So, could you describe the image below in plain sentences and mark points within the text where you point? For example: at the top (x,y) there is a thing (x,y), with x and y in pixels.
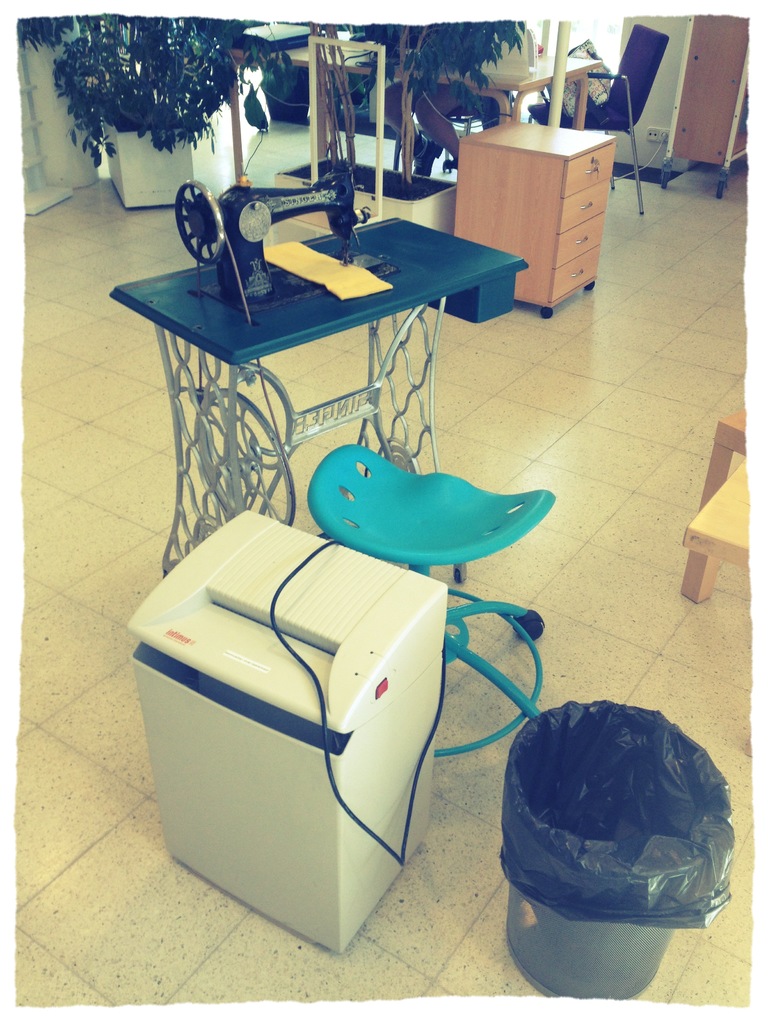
In this picture I can see plants (331,137) in the pots (321,182) and I can see a sewing machine (240,247) and I can see a stool (462,524) and I can see table (515,84) and chairs (568,121) and another table (549,181) with drawers (571,266) and I can see a dustbin (640,856) and looks like a paper shredder (233,724) on the left side (196,729).
